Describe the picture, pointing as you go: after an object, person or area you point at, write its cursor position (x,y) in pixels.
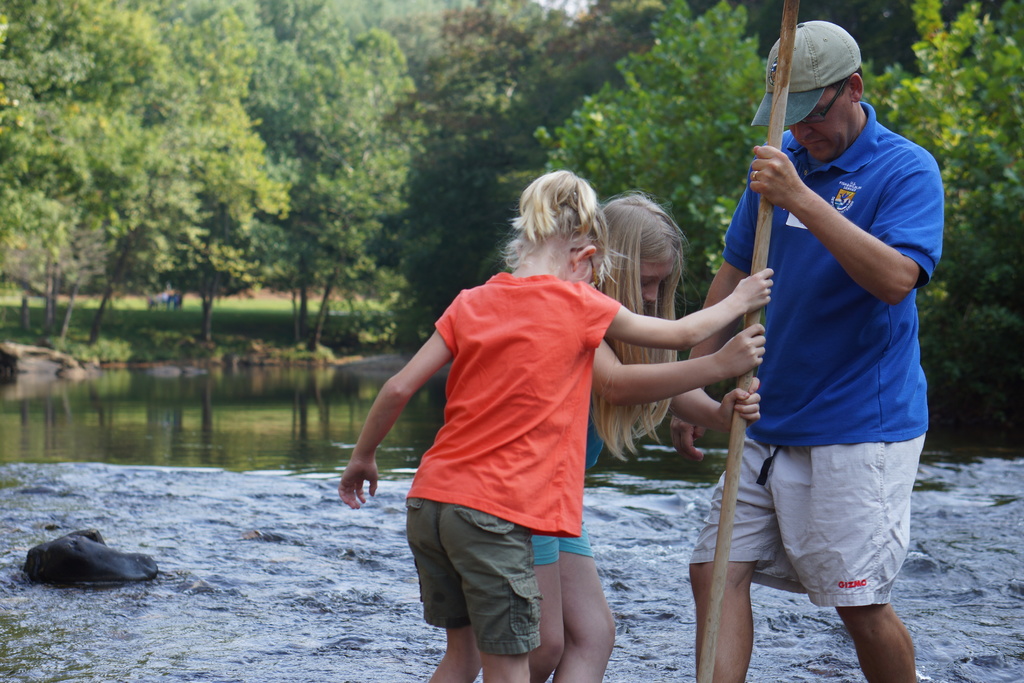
There is a man (805,442) and two children (572,349) holding a stick (777,128). Man (745,254) is wearing a cap (792,107) and specs (803,115). In the background (218,496) there is water (202,555), rocks (85,562) and trees (413,284).
